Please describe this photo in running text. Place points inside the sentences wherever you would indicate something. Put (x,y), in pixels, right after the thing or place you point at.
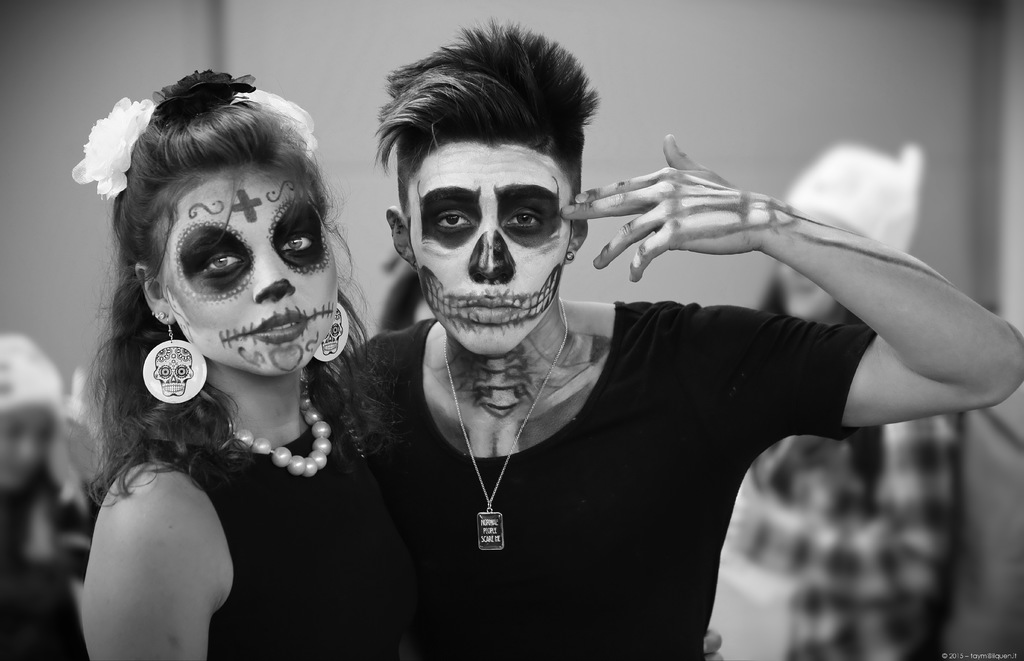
In this picture there are two persons (463,209) standing and there is a painting (218,246) on their faces (477,209). At the back (652,23) there are group of people (920,461) and there is a wall (573,34).
